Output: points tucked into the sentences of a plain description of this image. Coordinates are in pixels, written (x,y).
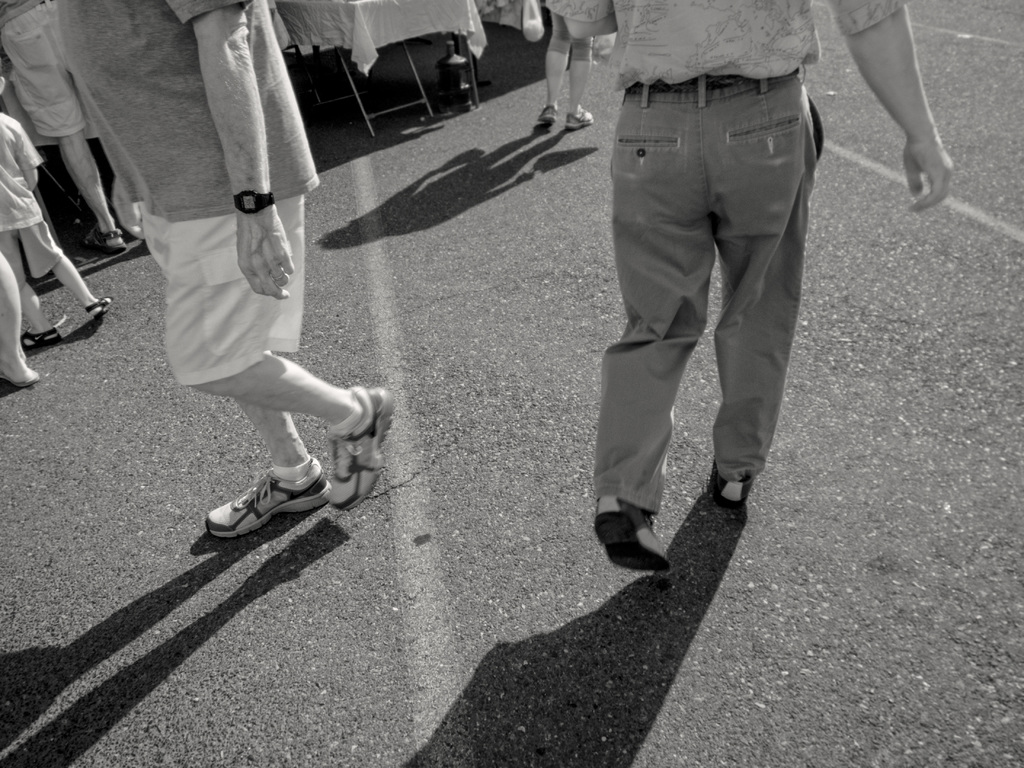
In the given picture, I can see a road (572,133) and few people (658,391) standing and walking.
